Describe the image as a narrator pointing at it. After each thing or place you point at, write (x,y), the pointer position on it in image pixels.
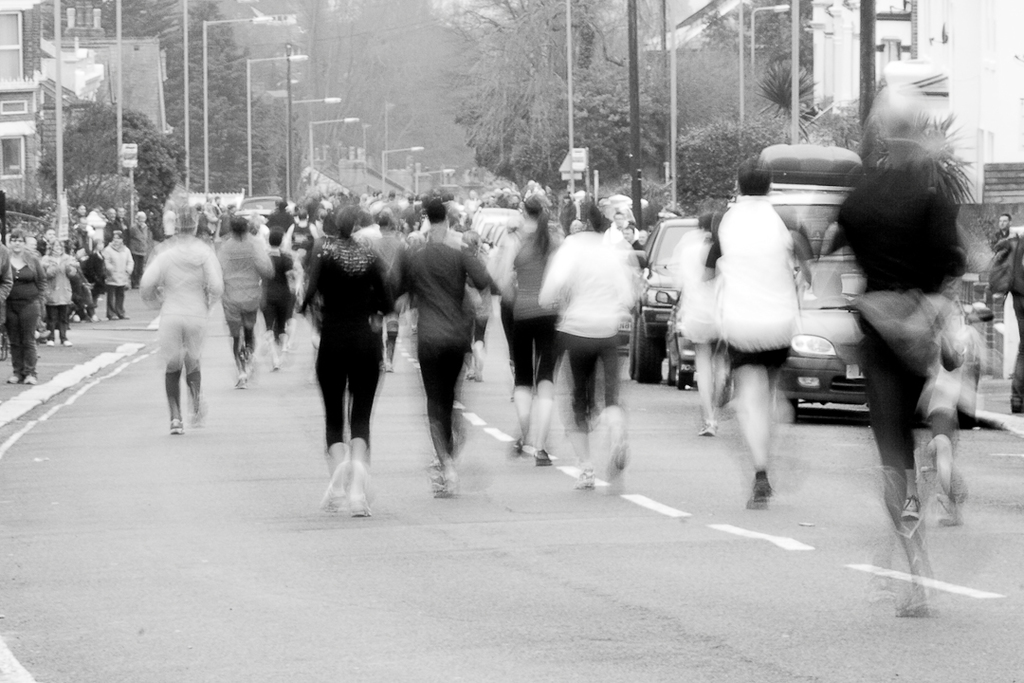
This is a black and white picture. There are vehicles (862,288) and persons (542,287) on the road (366,525). Here we can see poles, trees (505,118), and buildings (834,87).
